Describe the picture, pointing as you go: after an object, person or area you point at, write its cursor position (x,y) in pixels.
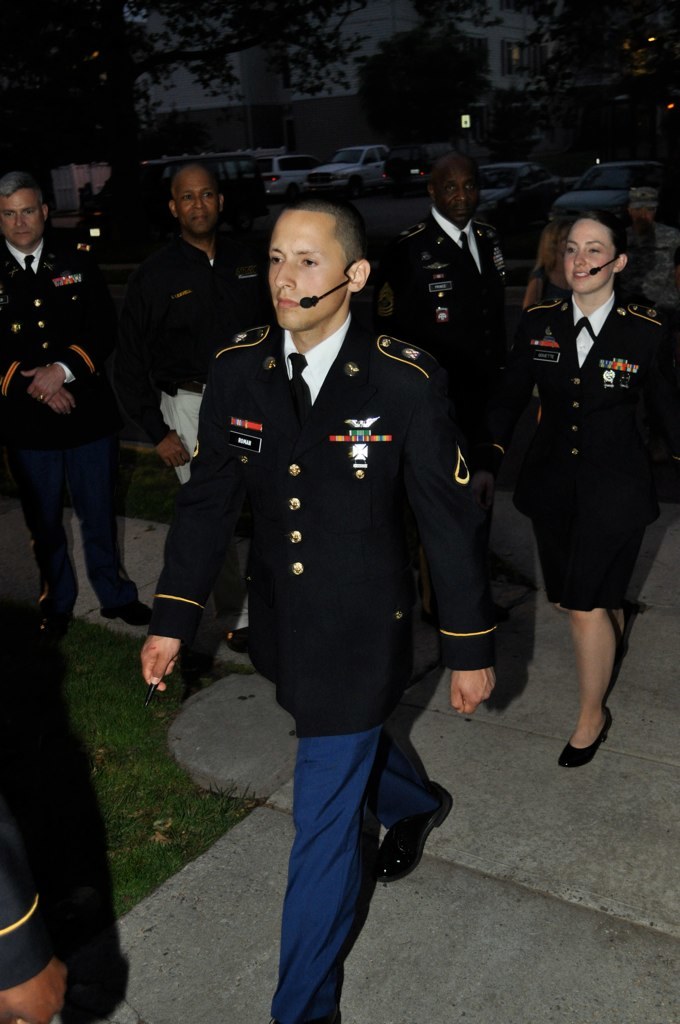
In this image there are a group of people (251,327) who are wearing uniforms (325,346), and in the background (242,152) there are some vehicles (598,202), trees (543,81), buildings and some lights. At the bottom (215,781) there is walkway (249,920) and grass (129,798).
